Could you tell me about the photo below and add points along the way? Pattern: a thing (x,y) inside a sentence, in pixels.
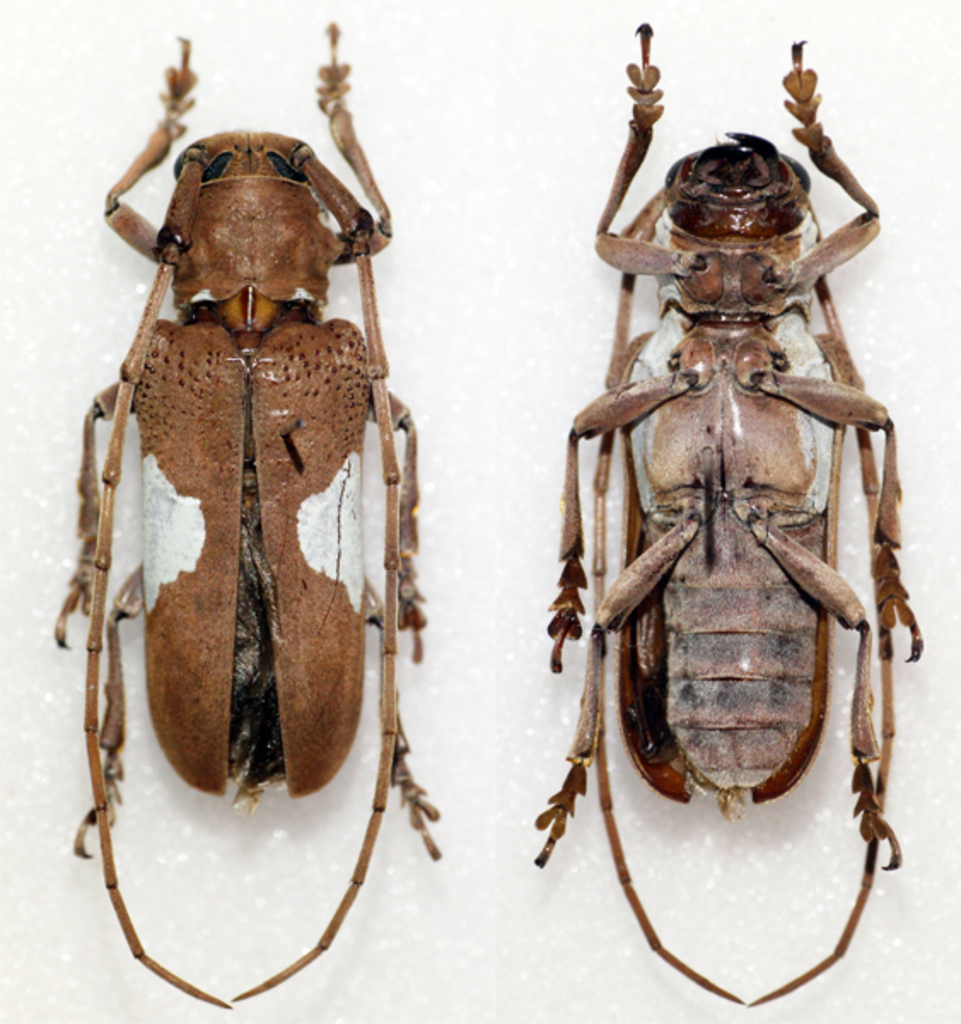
In this image, in the middle (322,677) there are two insects (639,733).
